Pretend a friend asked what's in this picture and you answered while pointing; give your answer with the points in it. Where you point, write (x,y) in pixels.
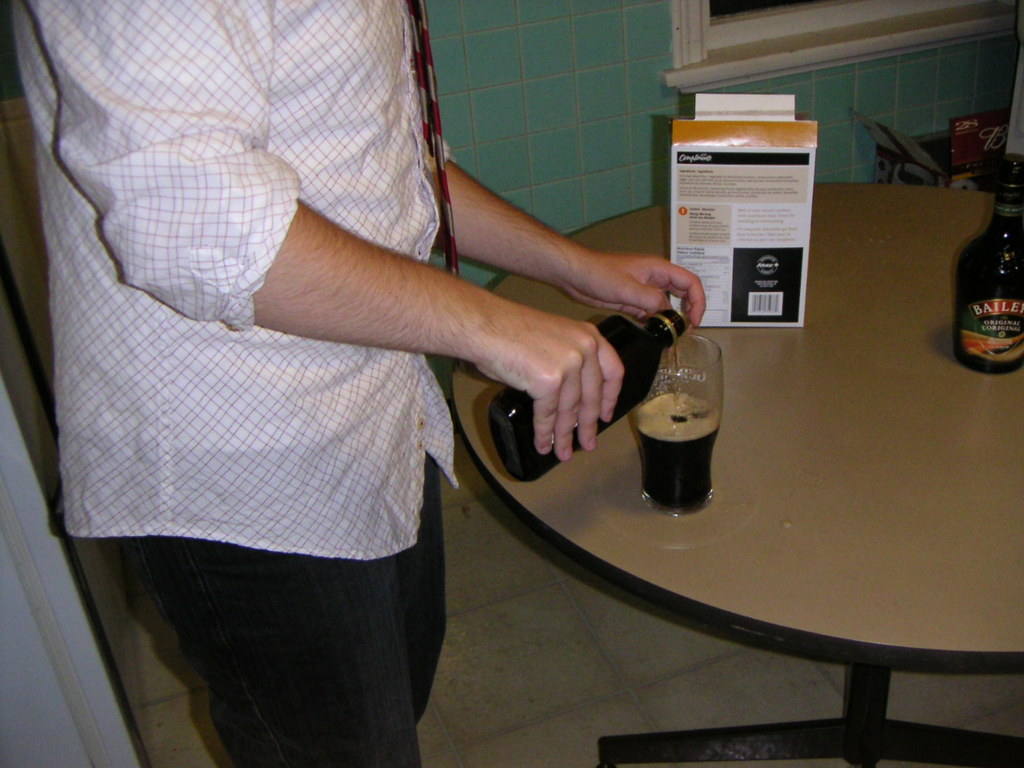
This is the picture taken in a room (646,557), there is a man (399,428) standing on a floor (446,633) and the man (425,369) is holding a bottle (526,404). In front of the man (426,306) there is a table (852,438) on the table (841,454) there is a glass (689,446), bottle (1023,244) and a box (701,219). Background of the table (565,308) is a wall (573,131).
